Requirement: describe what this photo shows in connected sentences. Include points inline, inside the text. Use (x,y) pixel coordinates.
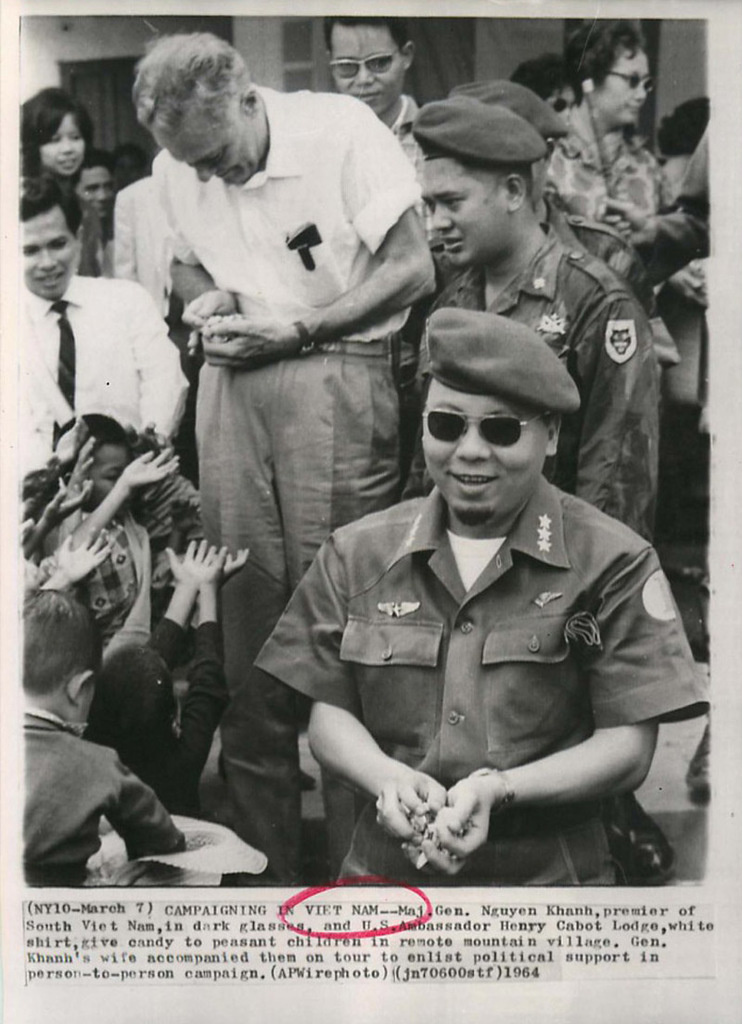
In this image there are so many people (272,353) standing with a smile on their face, in the background (412,37) there is a building (678,46). At the bottom of the image (314,912) there is some text (308,927).
